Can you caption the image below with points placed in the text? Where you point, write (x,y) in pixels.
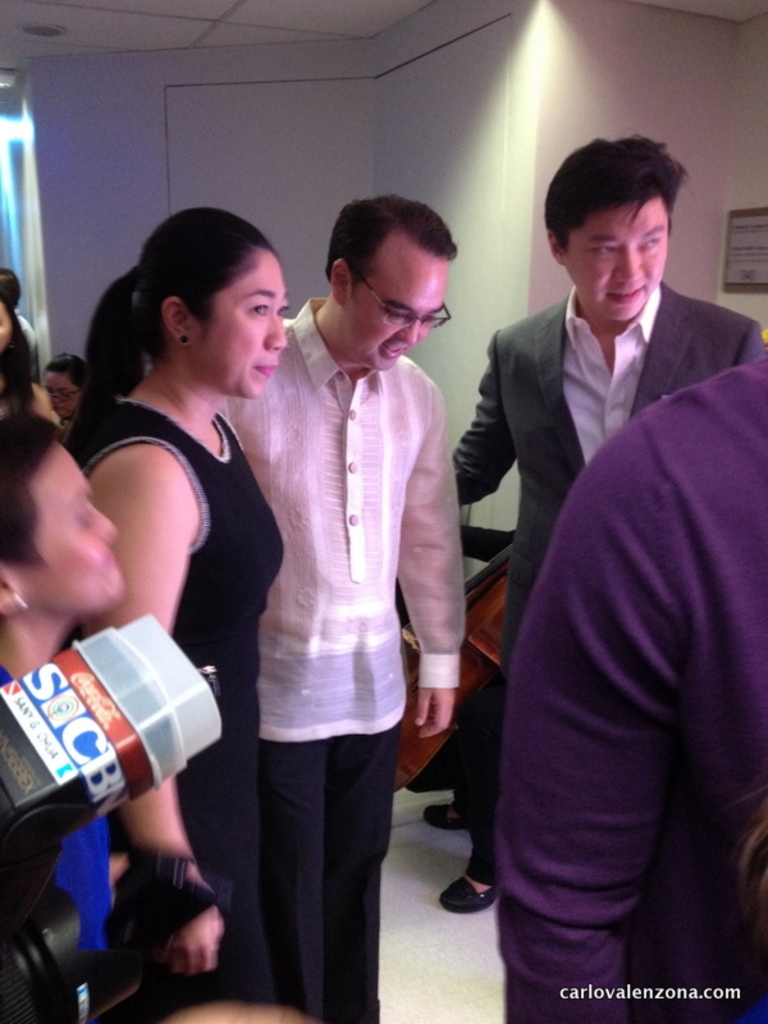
In the image there are few people (300,514) standing. On the left side (59,776) there is a camera (40,786). In the background (679,203) there is a white wall (692,176). At the bottom of the image (676,987) there is a watermark (573,1000).
